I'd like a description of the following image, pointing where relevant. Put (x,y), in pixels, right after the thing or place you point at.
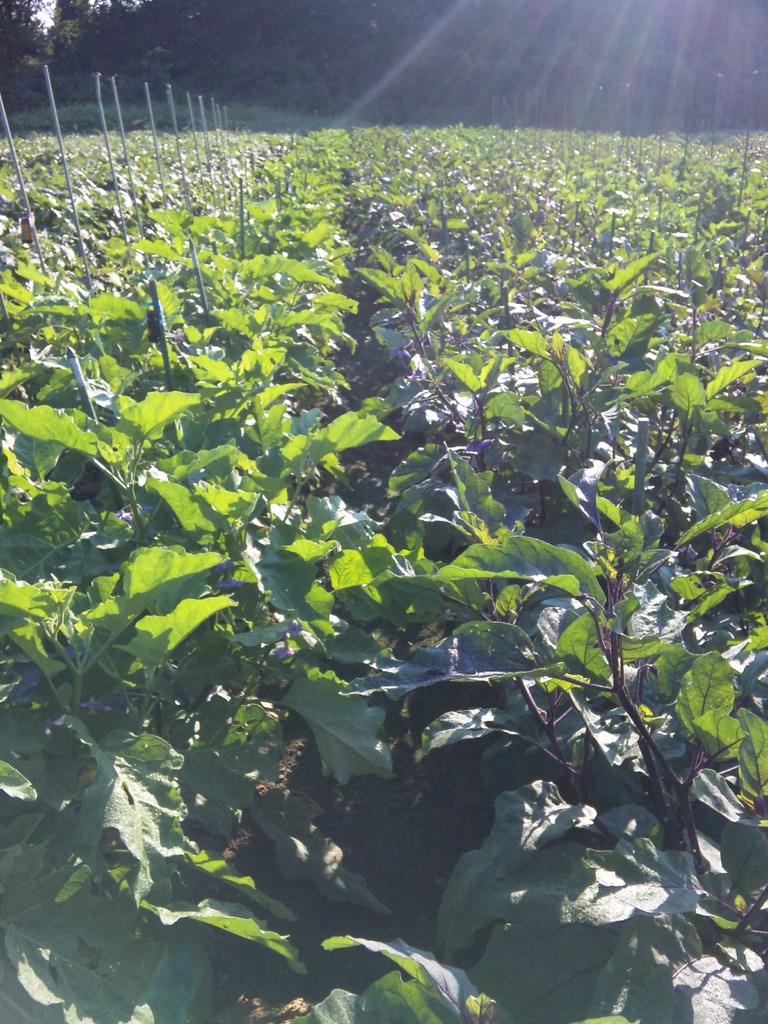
In this picture we can see plants (133,626), poles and in the background (147,3) we can see trees (263,62).
